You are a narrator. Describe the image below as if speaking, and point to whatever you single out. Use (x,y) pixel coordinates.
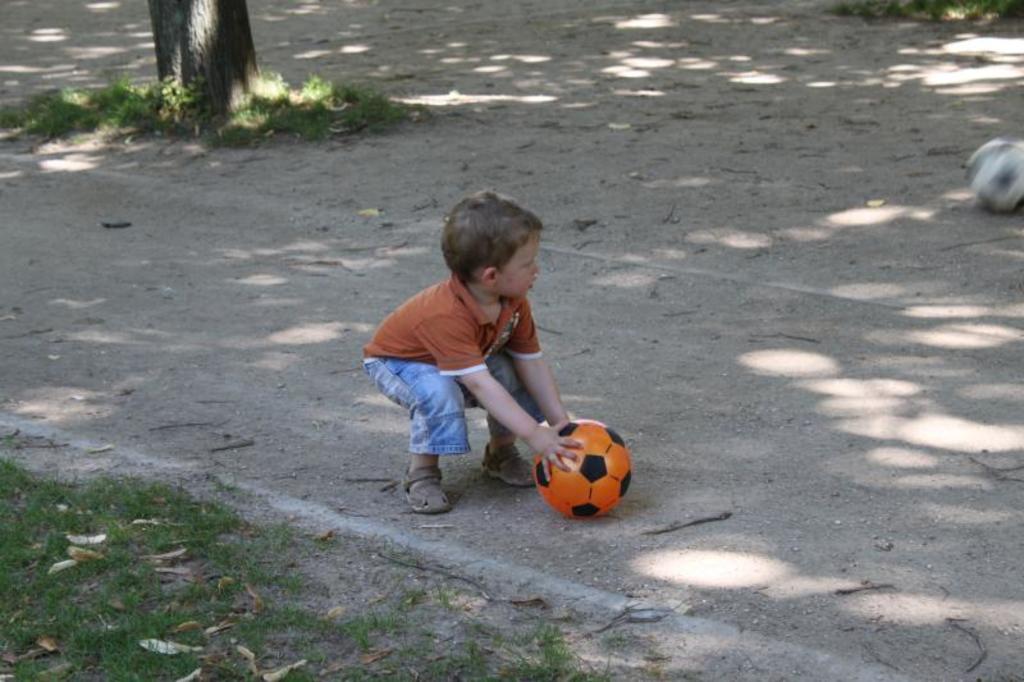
a boy (553,419) is holding a orange and black ball (599,443). he is wearing a orange t shirt (443,374) and jeans (425,419). at the back (196,54) there is tree trunk (196,24) and grass (321,105).
